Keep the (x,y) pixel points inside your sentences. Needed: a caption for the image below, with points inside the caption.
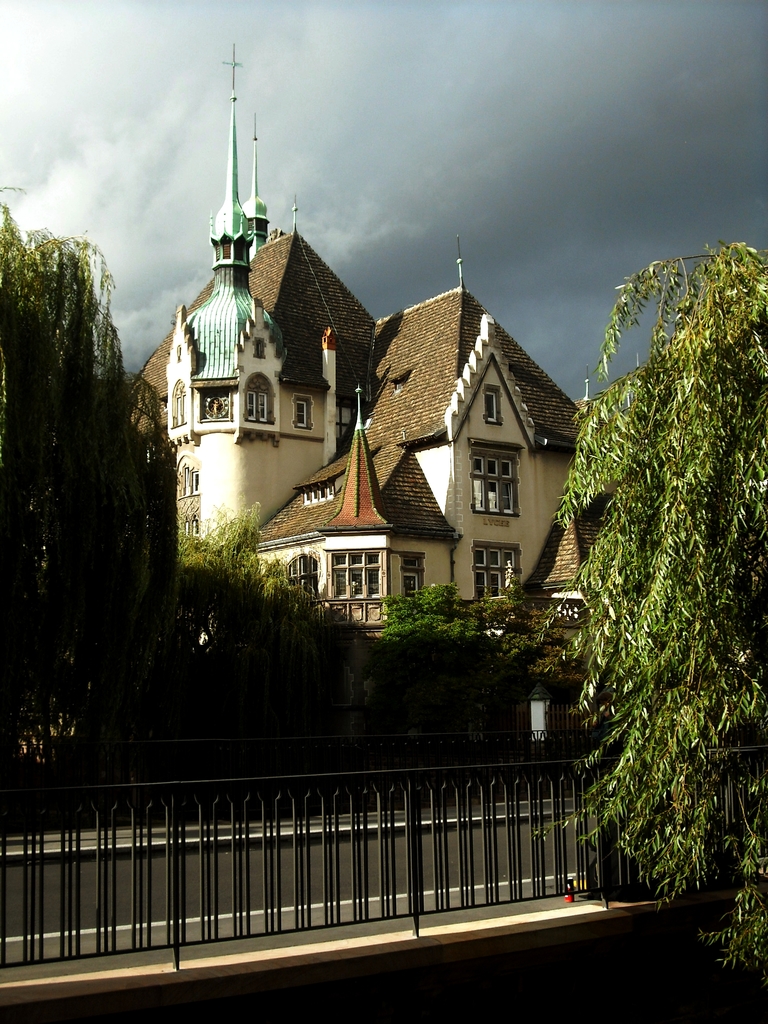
In the picture I can see building (504,548), some trees (588,590) and we can see fence (409,860).
